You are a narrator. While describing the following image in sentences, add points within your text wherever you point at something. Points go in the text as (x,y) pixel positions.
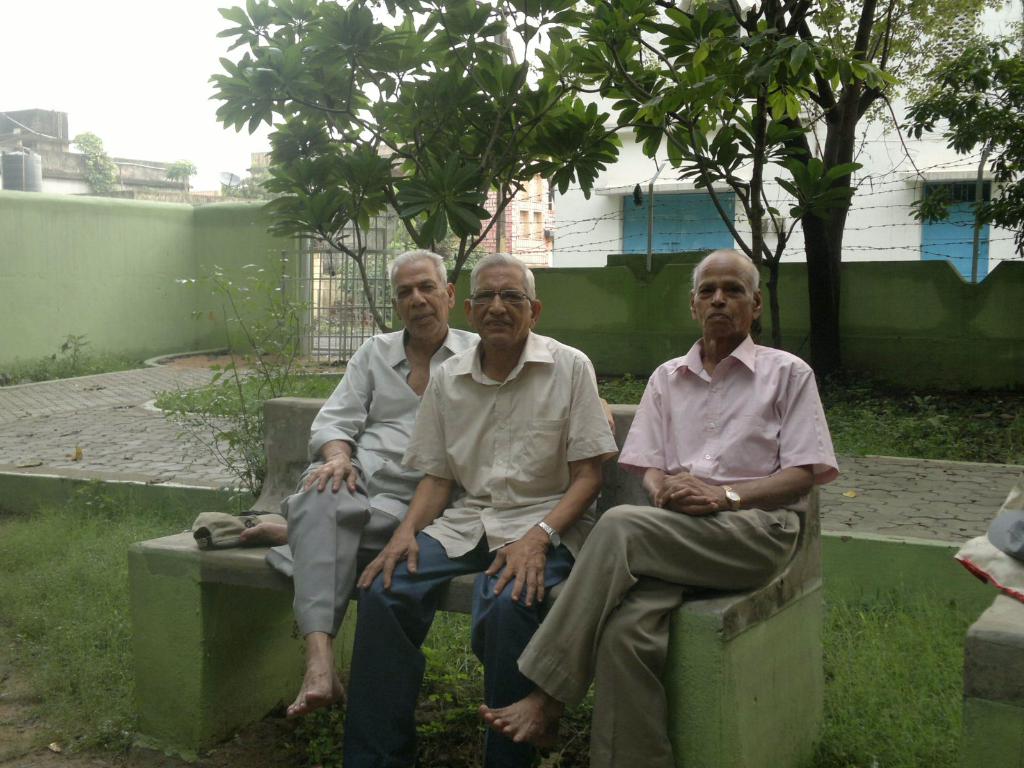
In the middle of the image (414,286), there are three persons (490,273) in different colors shirts (770,388), sitting on a bench (280,500). This bench (281,486) is on the ground (869,670), on which, there is grass (918,601) and there is a plant (250,422). In the background (238,449), there is a road (1001,473), there are trees (476,219), there is a wall (640,283), there is a fence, there are buildings (53,163) and there is sky (130,149).
